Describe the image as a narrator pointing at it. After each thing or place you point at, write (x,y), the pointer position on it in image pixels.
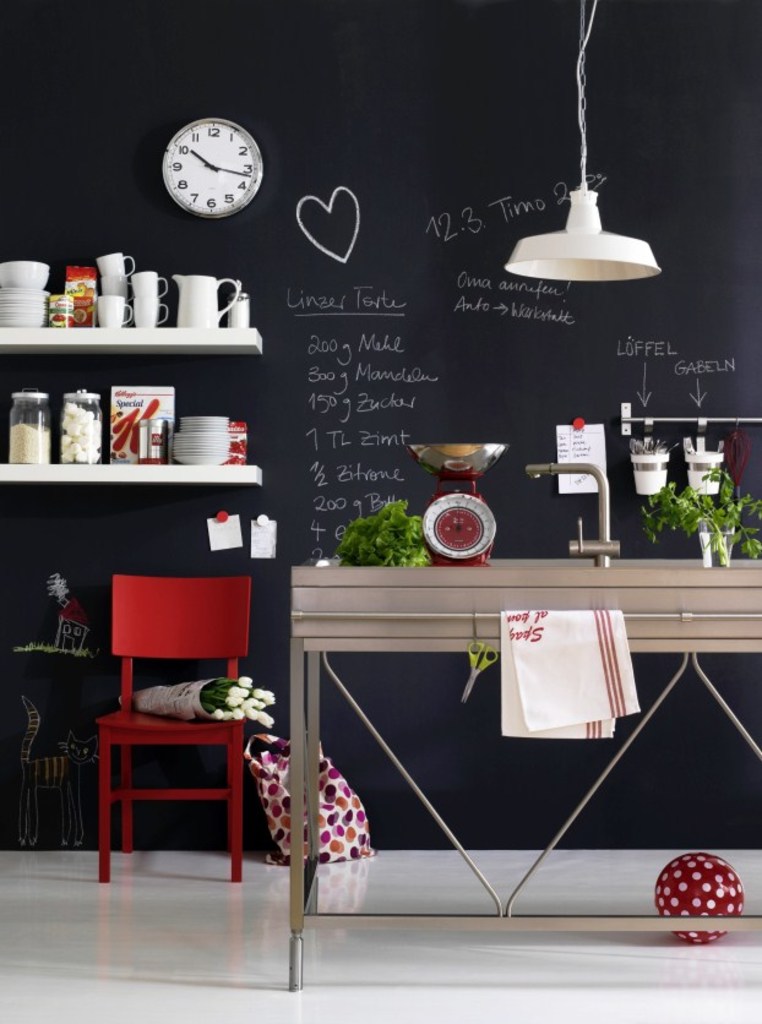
In this image, we can see a table (476,610) contains weighing scale (441,542). There is a chair (127,748) and bag (336,809) in the middle of the image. There is a wall shelf (187,351) on the left side of the image (148,292) contains cups (165,287), plates (183,442) and jars (67,423). There is a clock (246,151) on the wall (334,190). There is a ball (695,878) in the bottom right of the image (695,909). There is a light (632,251) in the top right of the image (585,273).
